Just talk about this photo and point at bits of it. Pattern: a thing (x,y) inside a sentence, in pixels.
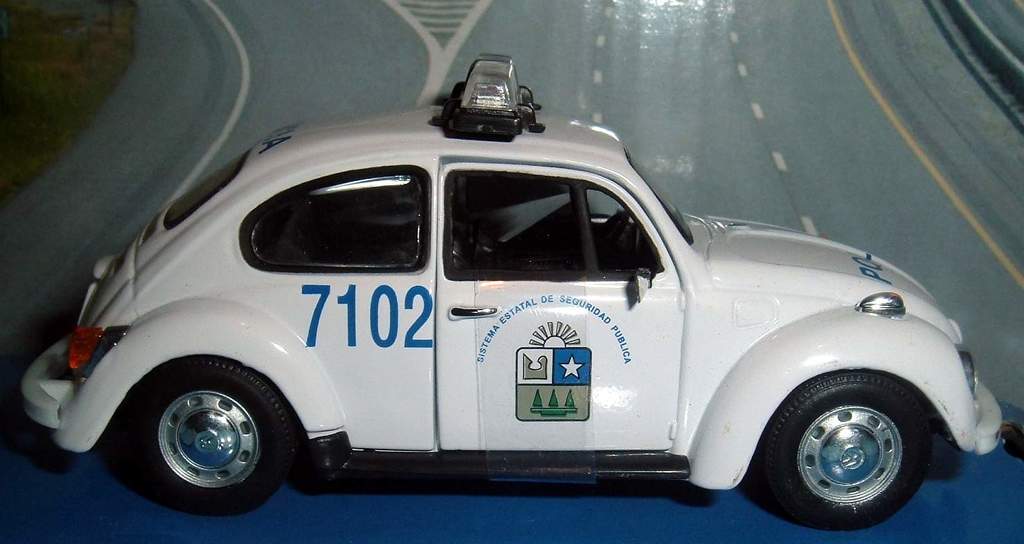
In this image we can see a white color car (570,370), on the car (520,309), we can see the lights (482,90) and some text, in the background (151,152), it looks like the road (857,149).
